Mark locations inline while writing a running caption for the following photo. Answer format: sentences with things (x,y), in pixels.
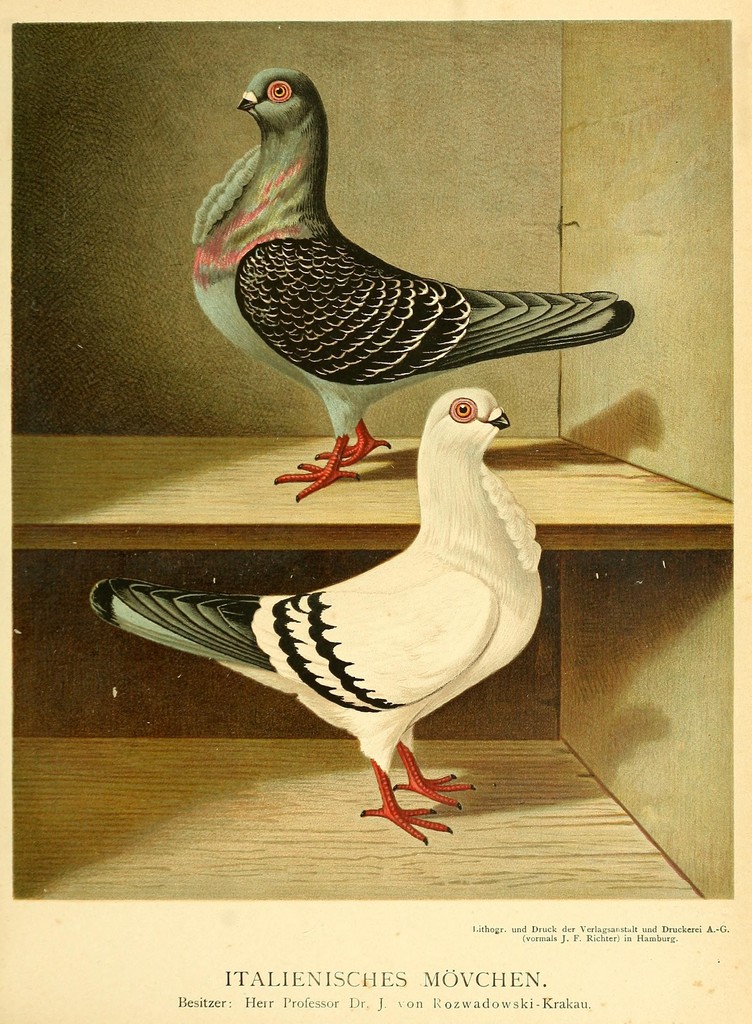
In this image I can see a wooden rack (617,882) in which I can see two birds (537,590) which are black, green, pink, white and red in color. I can see few words (342,975) written on the bottom of the image (546,937).
